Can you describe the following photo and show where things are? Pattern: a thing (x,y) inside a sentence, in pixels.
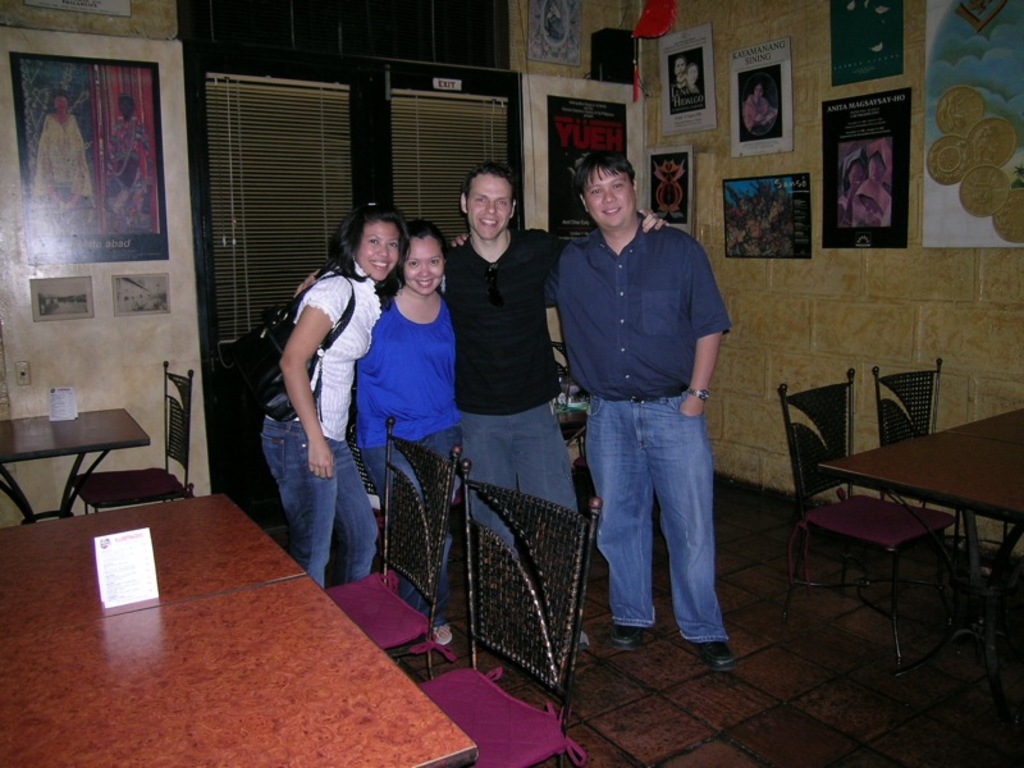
In this picture this 4 persons (450,263) are standing and giving stills. On a wall (1023,266) there are different types of pictures (738,74). There are number of tables (178,553) and chairs (426,590). On a table (105,639) there is a cardboard (126,573). This is door (352,156). This woman (352,525) wore bag (279,372).
